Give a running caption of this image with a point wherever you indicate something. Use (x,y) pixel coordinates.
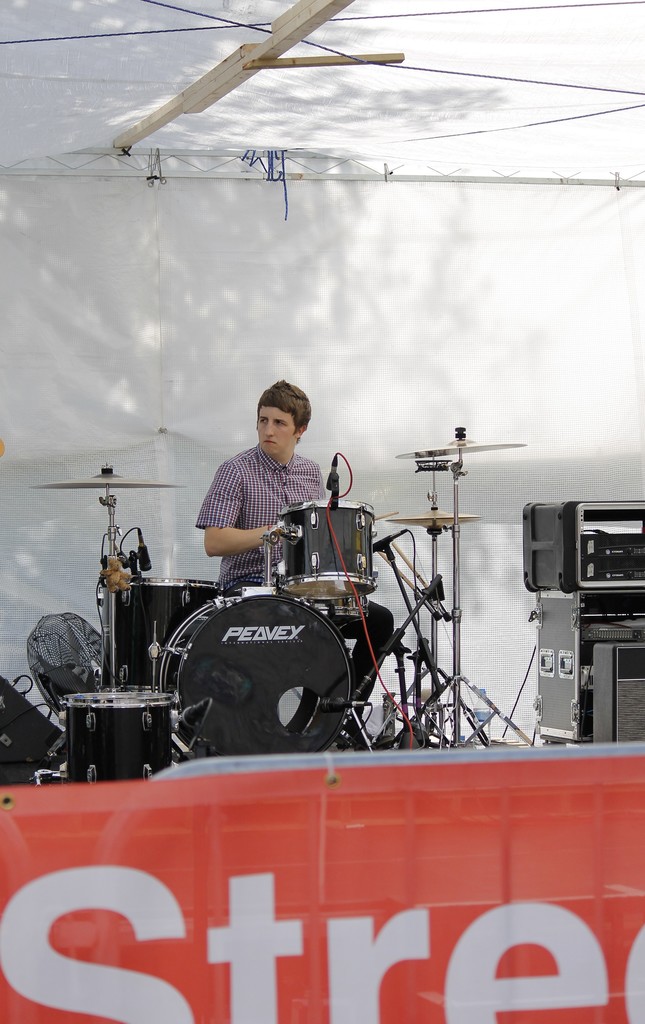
In this image we can see a man (299,409) sitting. We can also see the musical instruments (341,657) and some devices (549,685) beside him. On the backside (349,398) we can see a banner (398,396) and a roof (198,131). In the foreground (636,992) we can see a board (26,934) with some text (244,1019) on it.
